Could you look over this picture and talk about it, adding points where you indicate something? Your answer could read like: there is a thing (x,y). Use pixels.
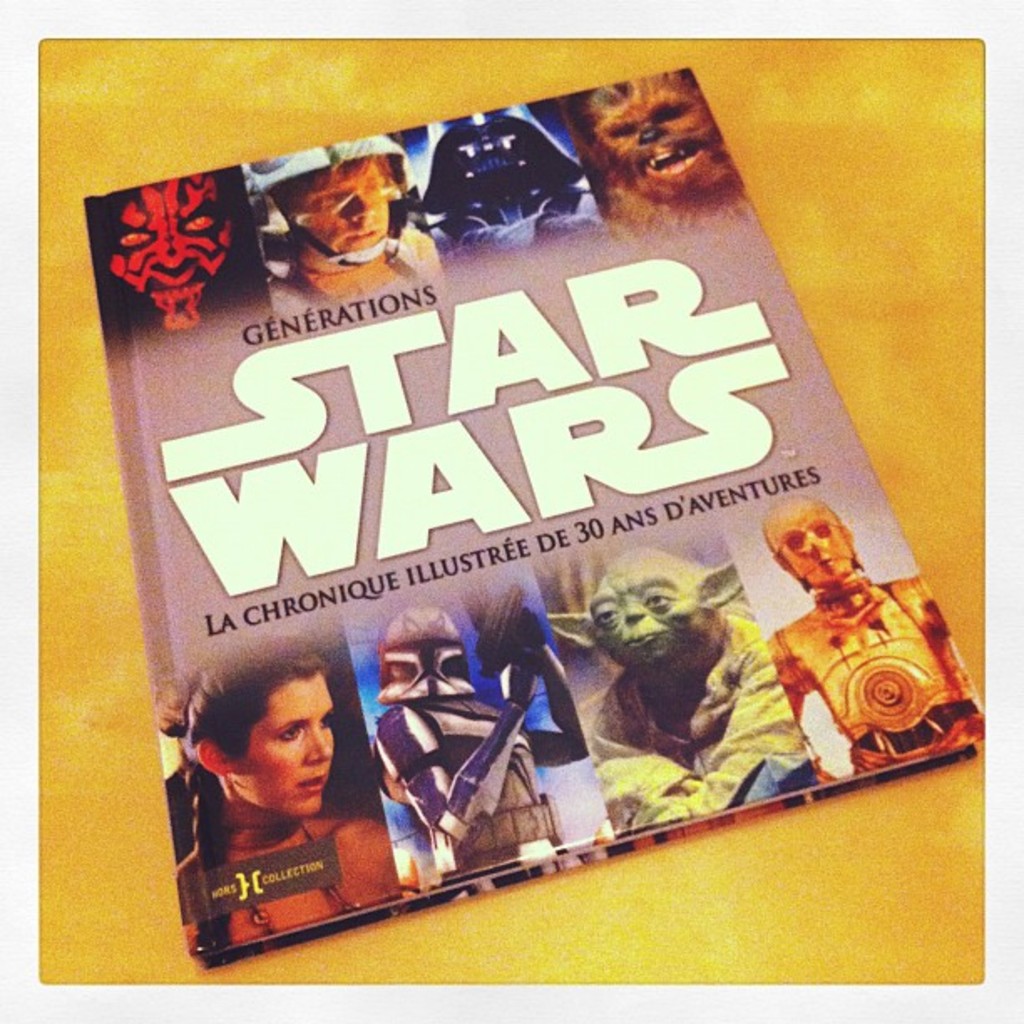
In the picture there is a magazine (379,479) and it is written as star wars on the magazine (548,527), it is kept on a yellow surface (872,184).
